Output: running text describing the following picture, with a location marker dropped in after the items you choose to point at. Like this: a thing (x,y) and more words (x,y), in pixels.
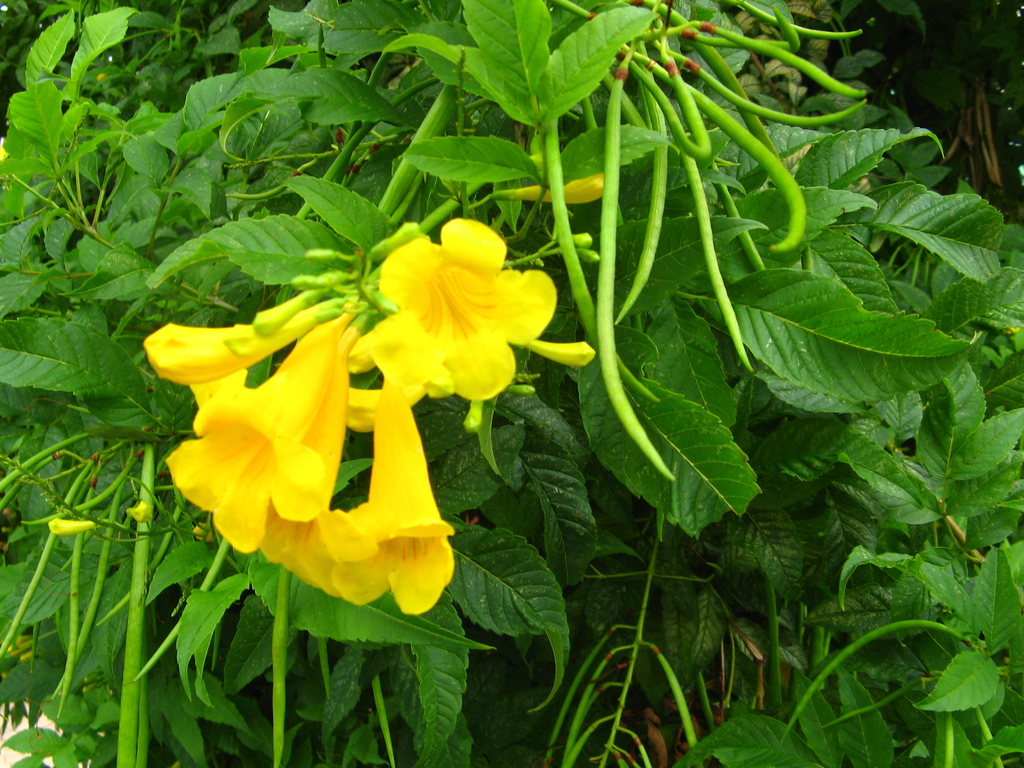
In the picture I can see the yellow color flowers (460,336) and green leaves (365,221). I can see the green beans (641,73) at the top of the picture (616,170).
